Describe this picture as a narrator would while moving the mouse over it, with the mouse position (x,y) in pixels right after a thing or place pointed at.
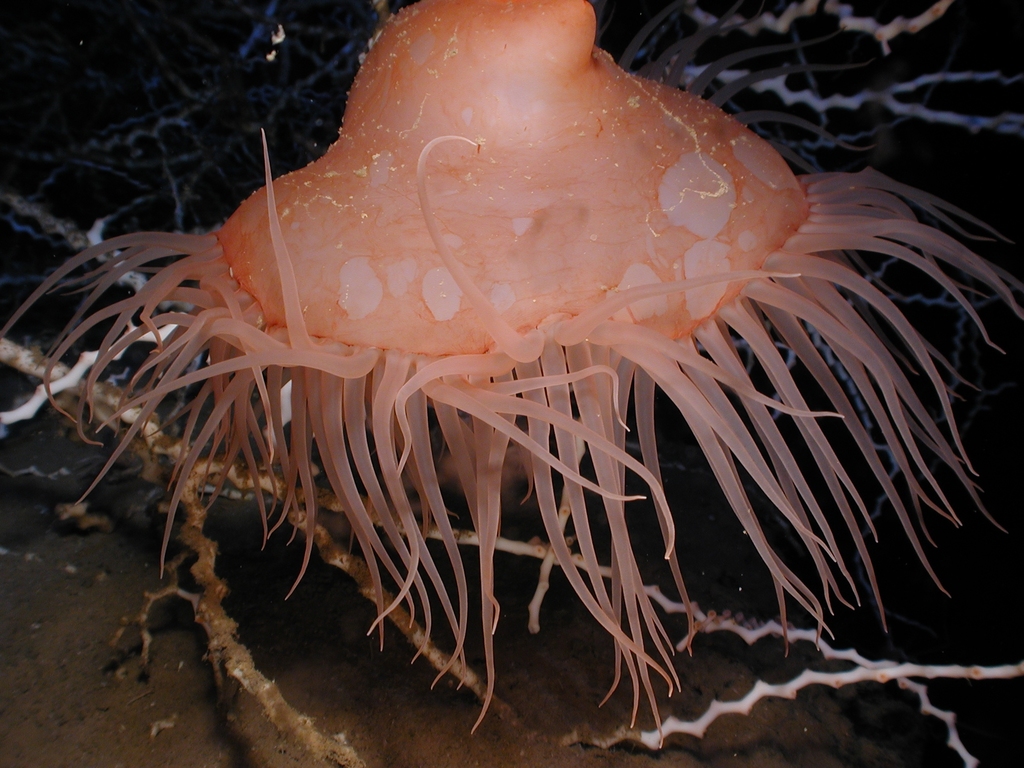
In the center of the image (557,305) we can see a sea anemone (478,486) in the water (268,547).
